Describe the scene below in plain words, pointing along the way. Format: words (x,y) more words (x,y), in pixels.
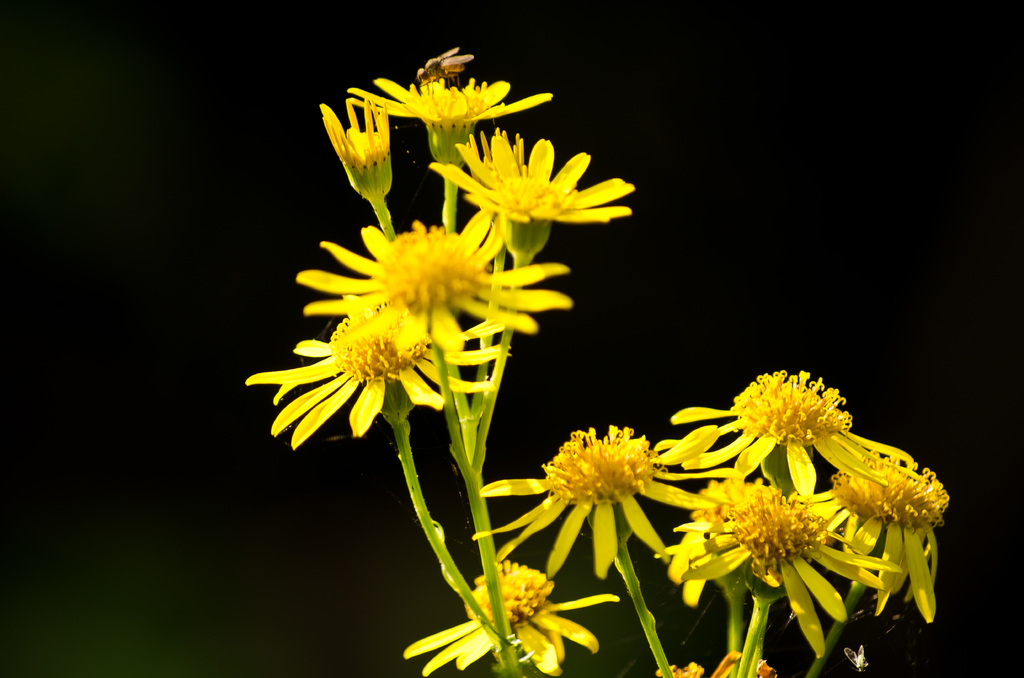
In the center of the image (476,272) there are flowers (547,632). There is a honey bee (439,80).
